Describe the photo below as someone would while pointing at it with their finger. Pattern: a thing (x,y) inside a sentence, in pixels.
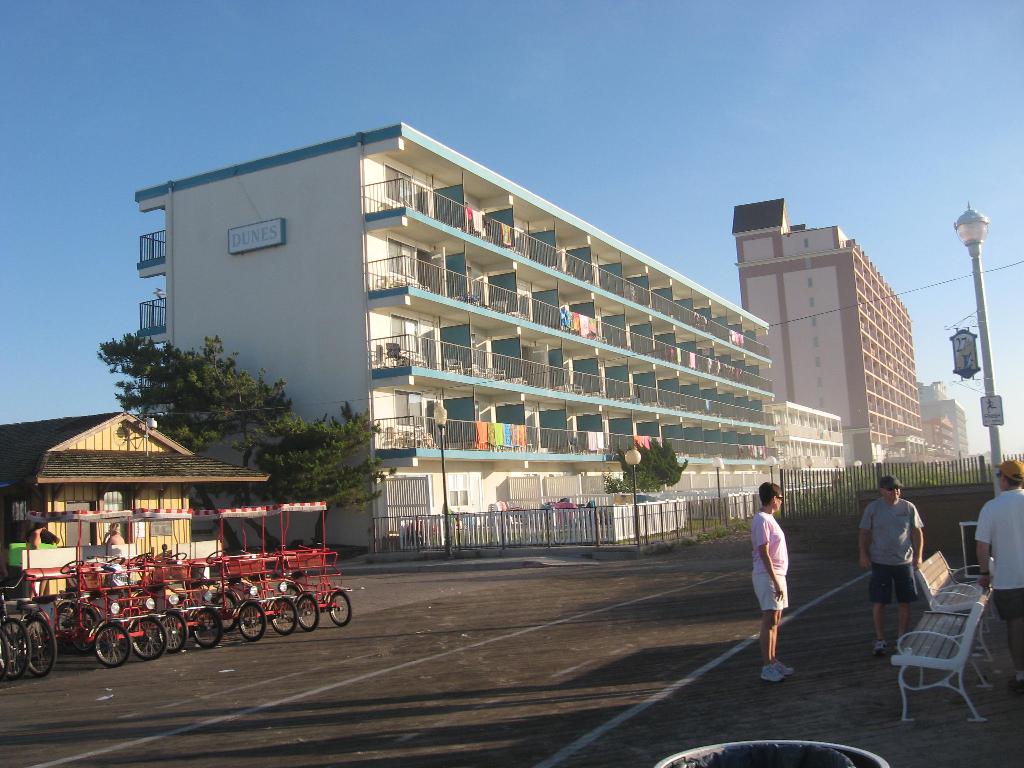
In this picture there are buildings (415,343) in the image and there are people (990,515) on the right side of the image (996,576) and there are cycle carts (288,564) on the left side of the image (142,566), there is a pole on the right side of the image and there is a house (65,559) on the left side of the image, there are few trees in the image and a boundary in the image.
